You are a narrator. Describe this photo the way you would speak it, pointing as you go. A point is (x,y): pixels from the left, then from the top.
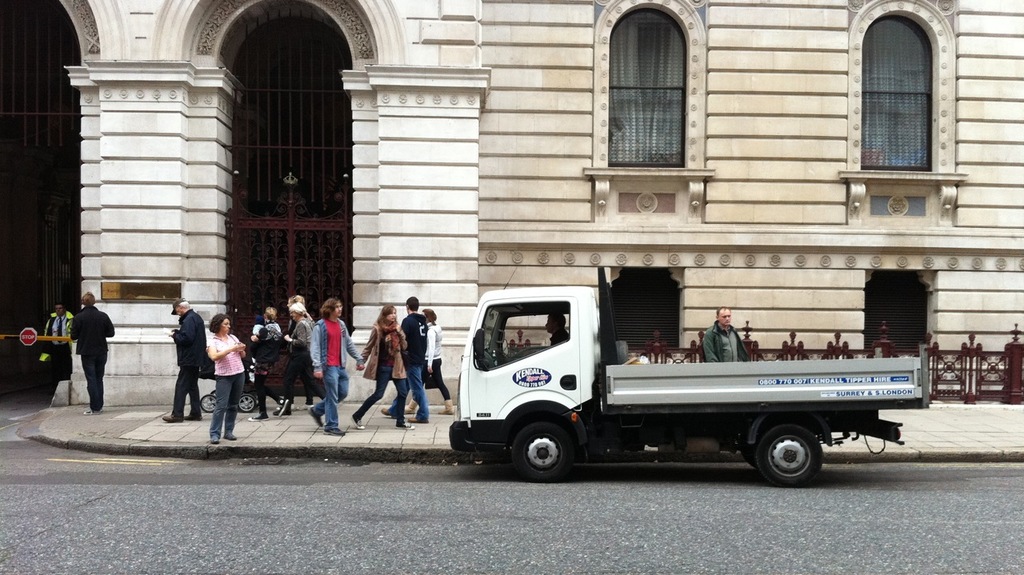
In this image i can see a vehicle (564,359), a person (556,340) sitting in it, at the back ground (325,351) i can see few people (346,328) walking on the path way (388,437), at the back side (413,237) i can see a building (340,224).
